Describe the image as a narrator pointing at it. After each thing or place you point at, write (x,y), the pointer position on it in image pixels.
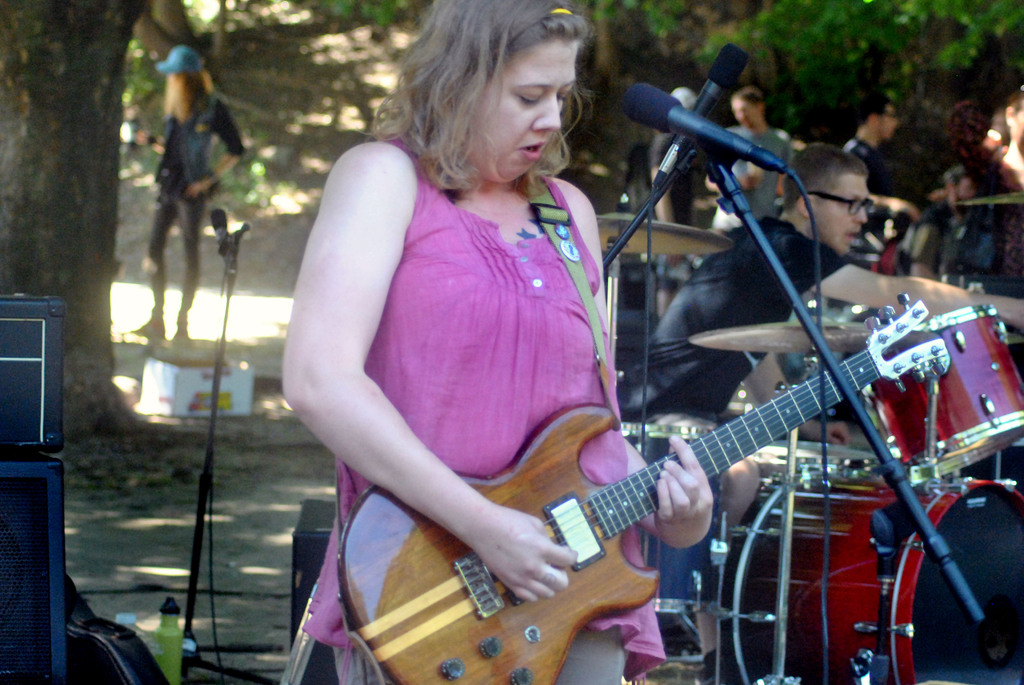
There is a woman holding a guitar (928,311) singing on a microphone (631,101) behind her there is another man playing drums (976,389) under a tree (885,25).
